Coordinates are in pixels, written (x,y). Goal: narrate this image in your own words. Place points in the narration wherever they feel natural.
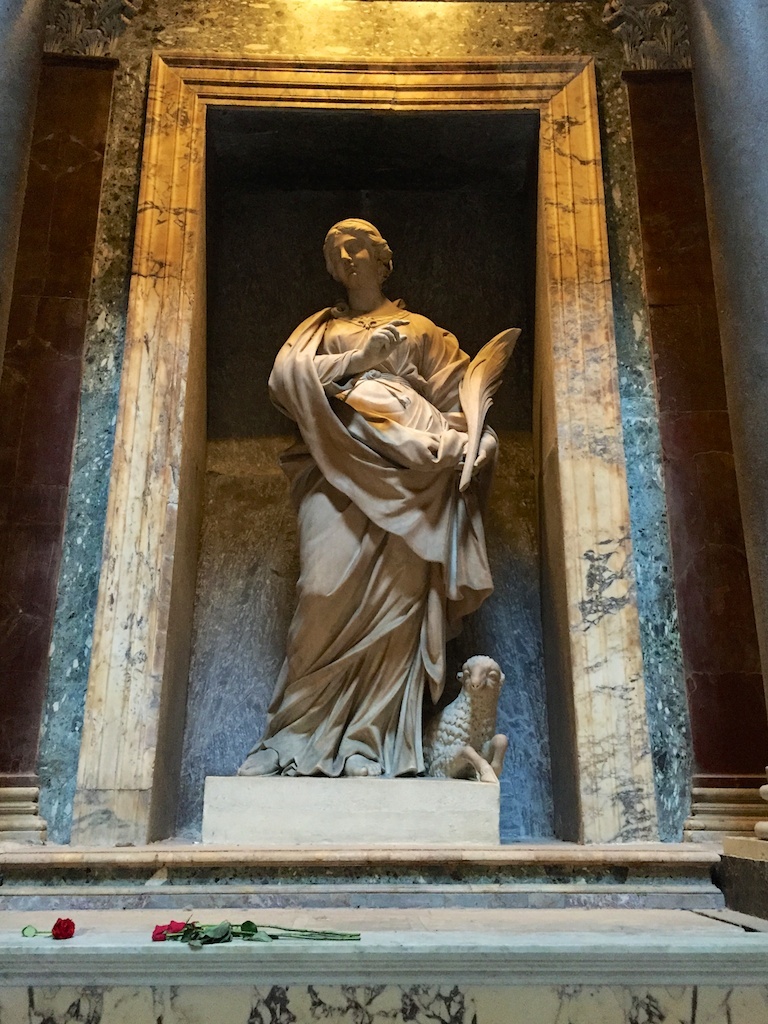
In the middle of the image (358,501) we can see a statue (390,557), in front of the statue (333,660) we can find few flowers (291,930).
